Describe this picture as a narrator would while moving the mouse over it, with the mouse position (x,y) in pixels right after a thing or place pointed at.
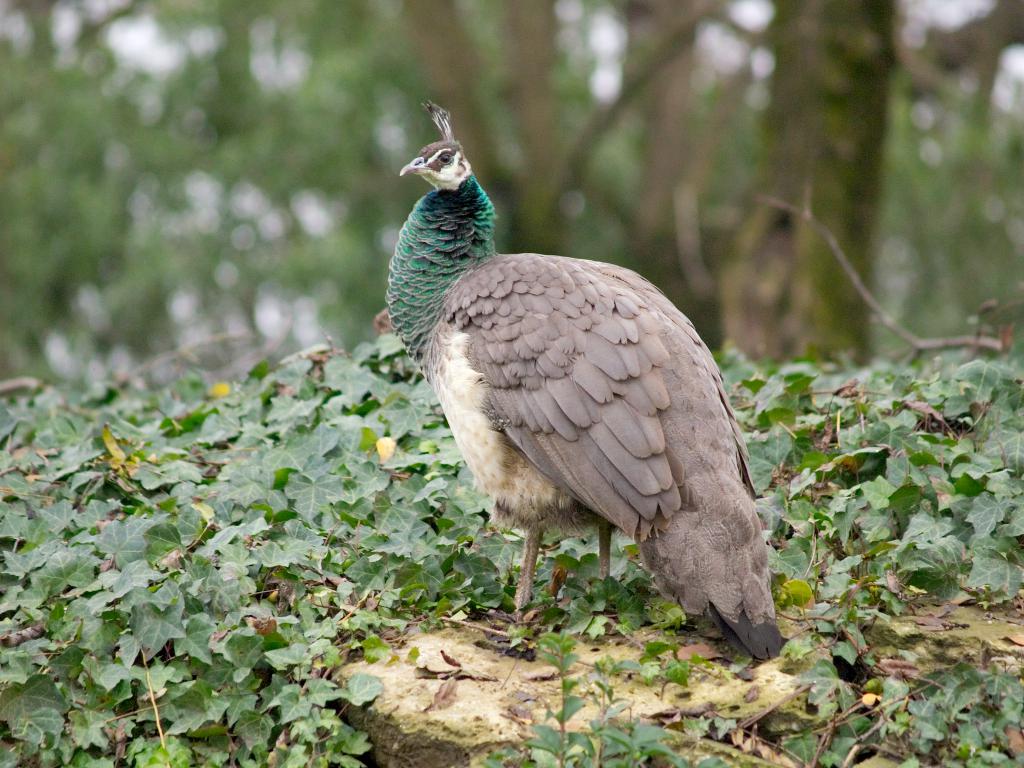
In this image I can see a bird (665,434) which is in brown, white, black and green color. I can see few green color leaves (277,514) and trees (559,125).
